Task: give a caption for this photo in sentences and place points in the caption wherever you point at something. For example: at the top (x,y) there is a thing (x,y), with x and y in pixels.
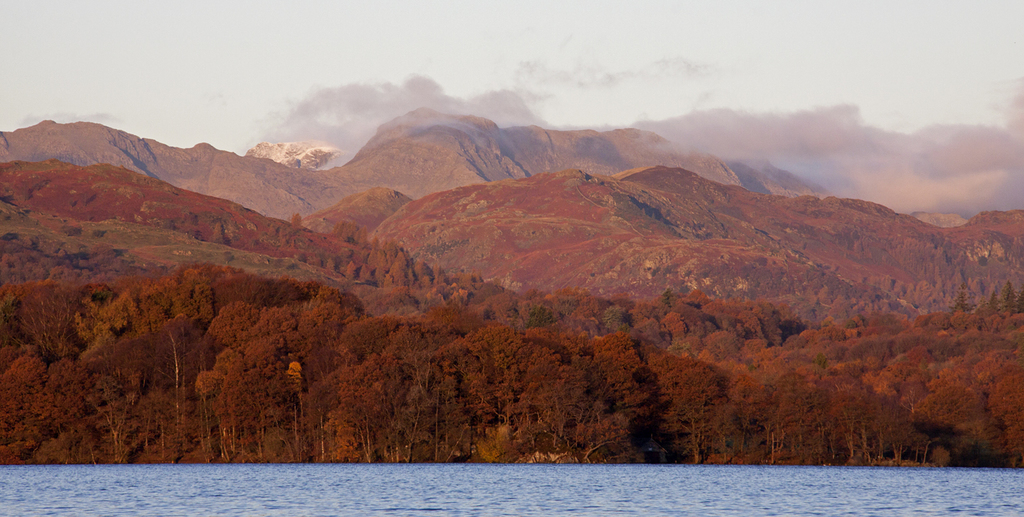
In this picture we can see water (468,482) at the bottom (490,490), in the background (542,359) there are some hills (491,220) and trees (707,382), we can see the sky (347,82) at the top of the picture (324,89).
